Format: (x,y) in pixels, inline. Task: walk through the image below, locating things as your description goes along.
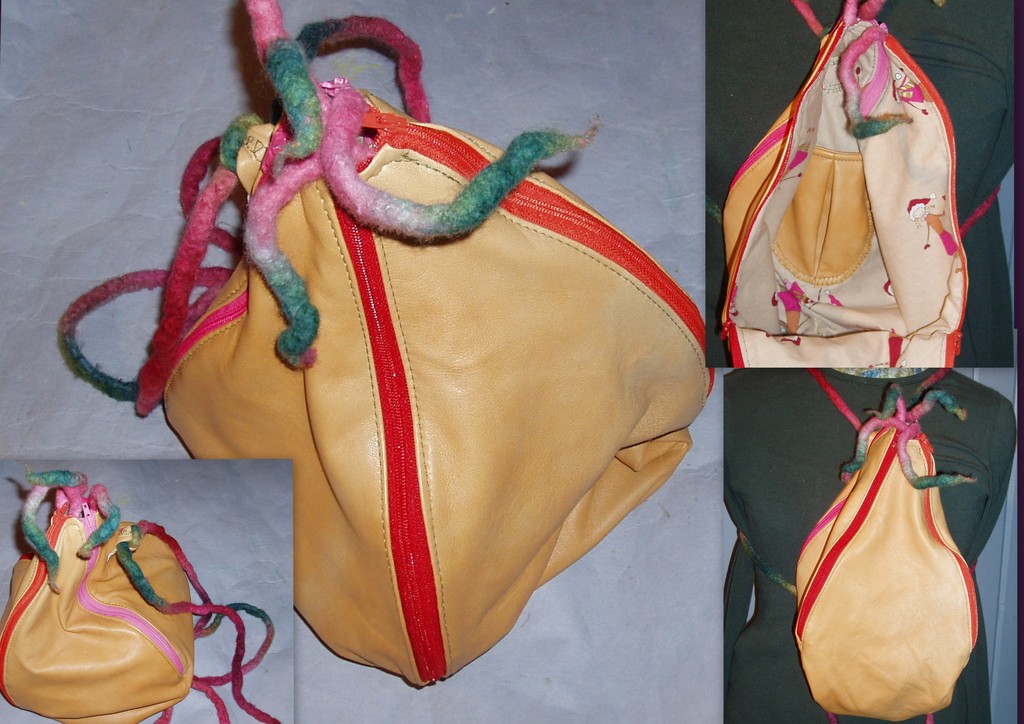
In the image we can see there is a image which is collage of pictures and there is a bag (560,393) and on the other side there is a person (979,638) who is carrying the bag (890,578).
